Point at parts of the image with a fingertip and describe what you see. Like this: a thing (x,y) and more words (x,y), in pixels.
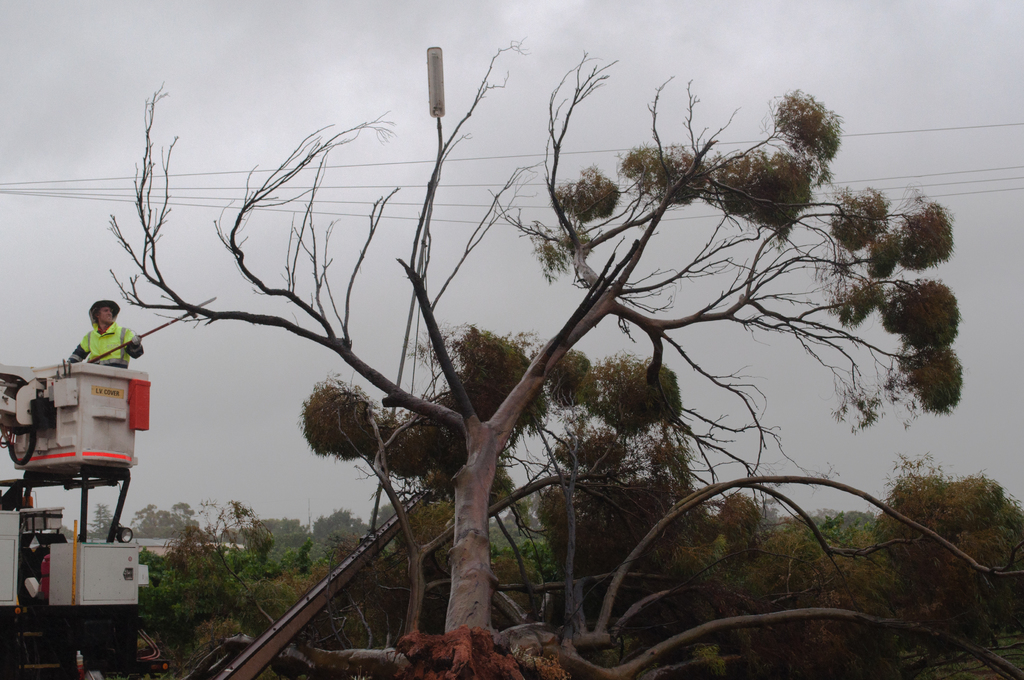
On the left side of the image (127,443) there is a person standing on the vehicle (66,445) and he is holding the stick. In front of the image there are trees (620,469). In the background of the image (545,103) there is sky (897,35).
